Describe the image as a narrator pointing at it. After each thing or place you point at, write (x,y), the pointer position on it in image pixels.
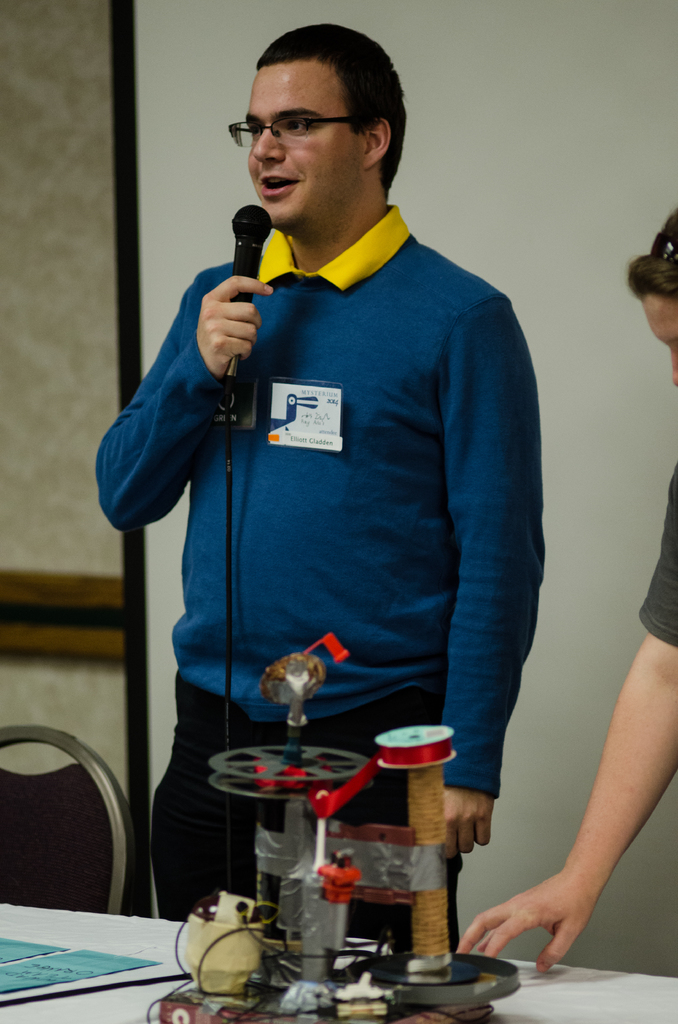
In this image we can see a man (281,356) standing holding a mic (229,416). We can also see a chair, a woman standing beside him and a table (137,947) containing a device (263,889), wires (258,946) and some papers (61,980) on it. On the backside (583,573) we can see a wall (158,683).
